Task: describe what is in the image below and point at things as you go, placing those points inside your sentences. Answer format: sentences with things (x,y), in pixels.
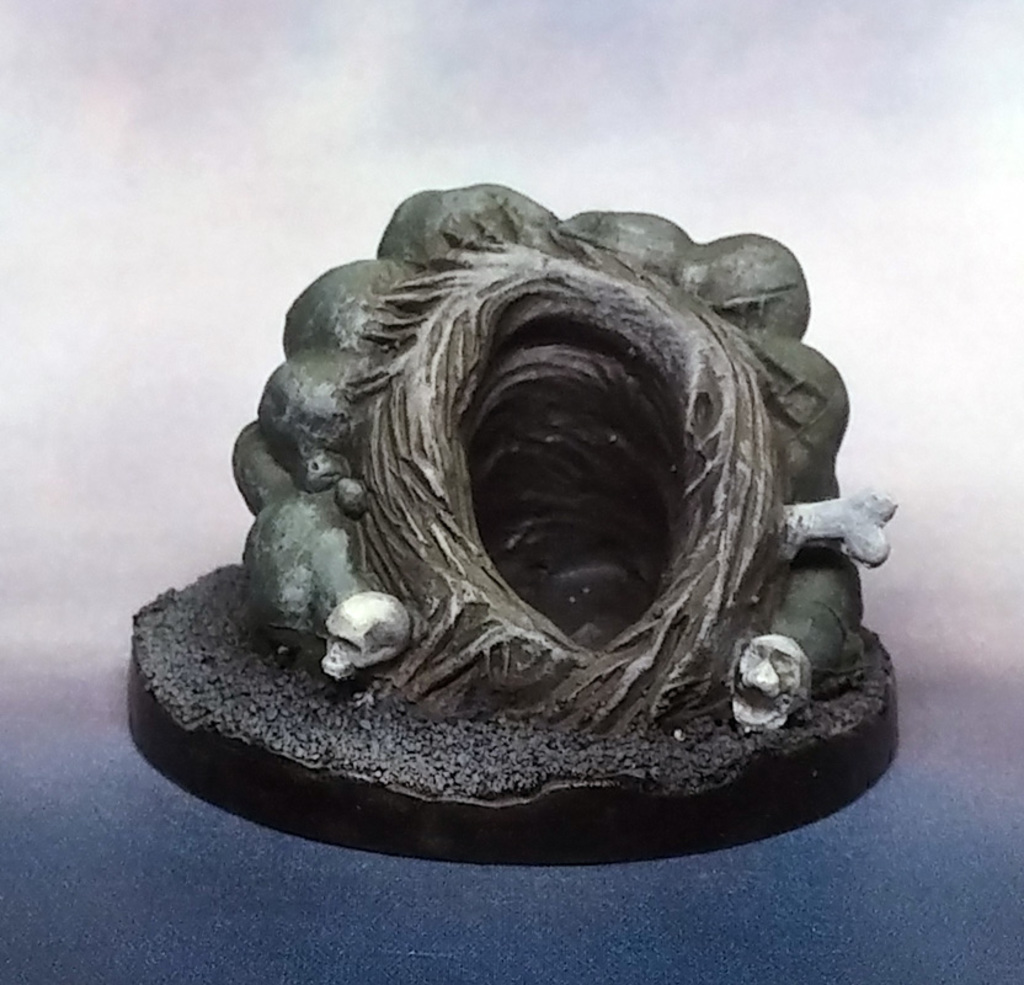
This image is an edited image. In this image the background (965,390) is gray in color. In the middle of the image (567,561) there is a sculpture (580,675).
